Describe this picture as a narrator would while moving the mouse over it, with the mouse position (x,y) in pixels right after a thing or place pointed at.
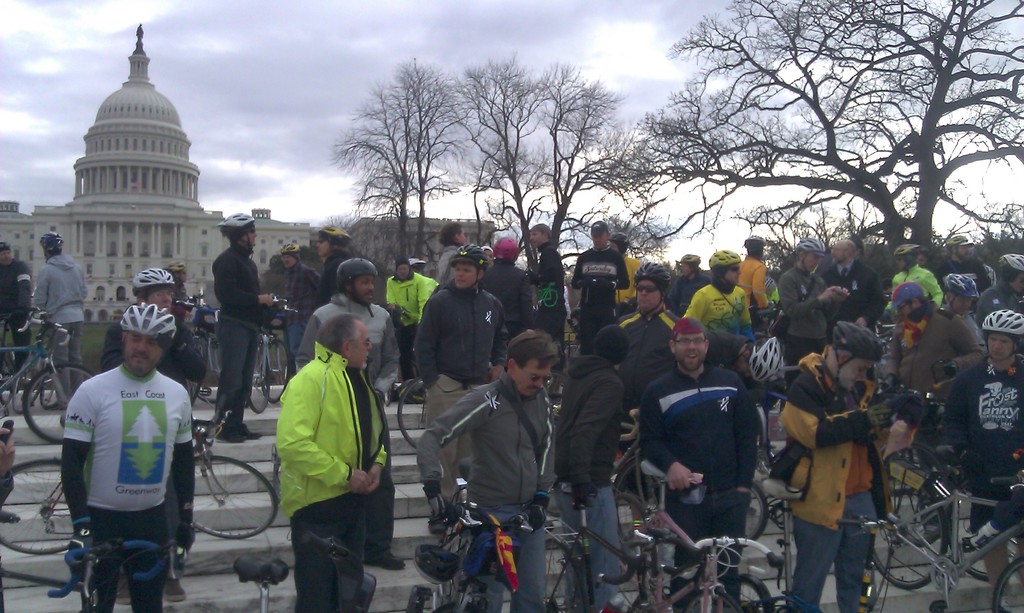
In the image we can see there are people (93,404) standing on the stairs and there are few people (909,288) wearing helmets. Behind there are trees (458,121) and there is a building (141,144). There is a cloudy sky (309,124).
